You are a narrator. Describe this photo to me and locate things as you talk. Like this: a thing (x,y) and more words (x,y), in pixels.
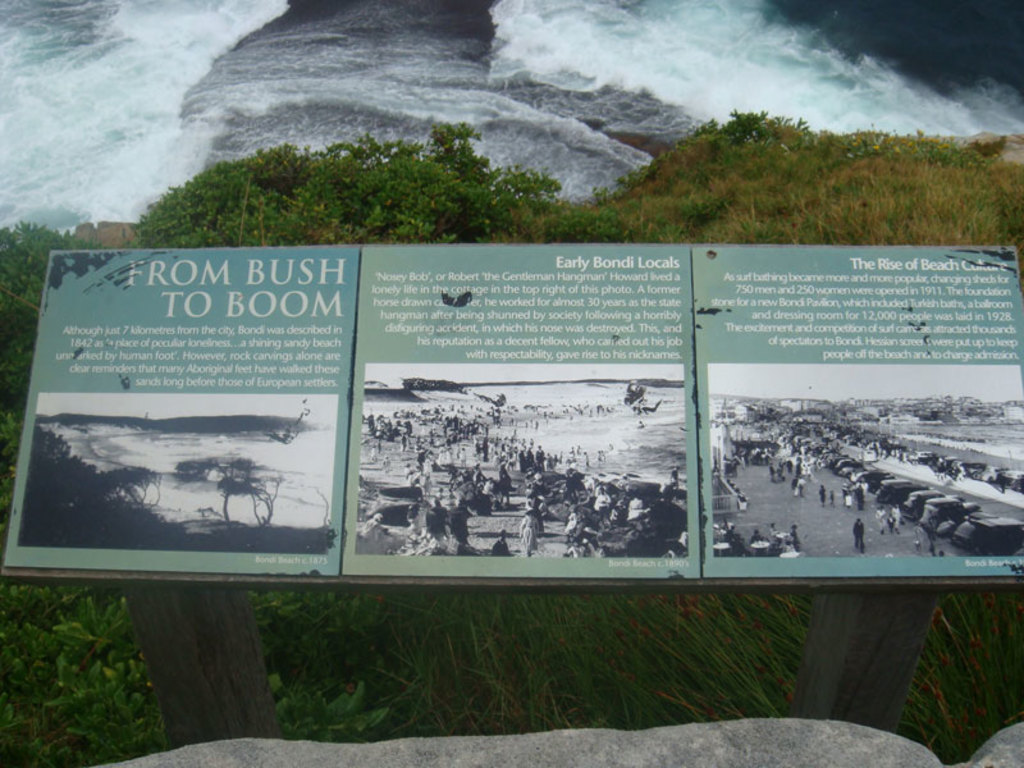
We can see boards (274,548) on wooden poles (820,625) and we can see grass (993,214), plants (69,651) and water (396,115).
